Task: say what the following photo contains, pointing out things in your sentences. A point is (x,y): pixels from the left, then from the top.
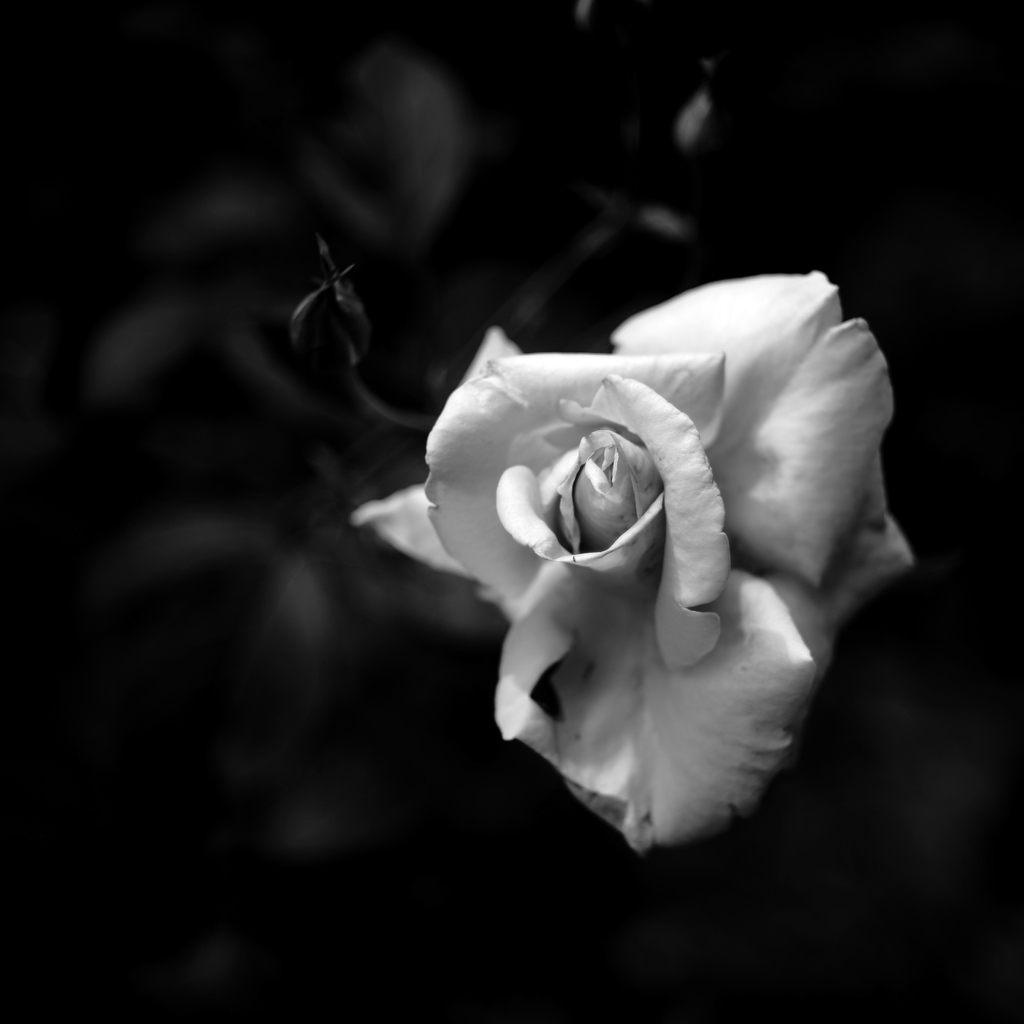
In this black and white image there is a flower (579,611) in the foreground (684,717).
